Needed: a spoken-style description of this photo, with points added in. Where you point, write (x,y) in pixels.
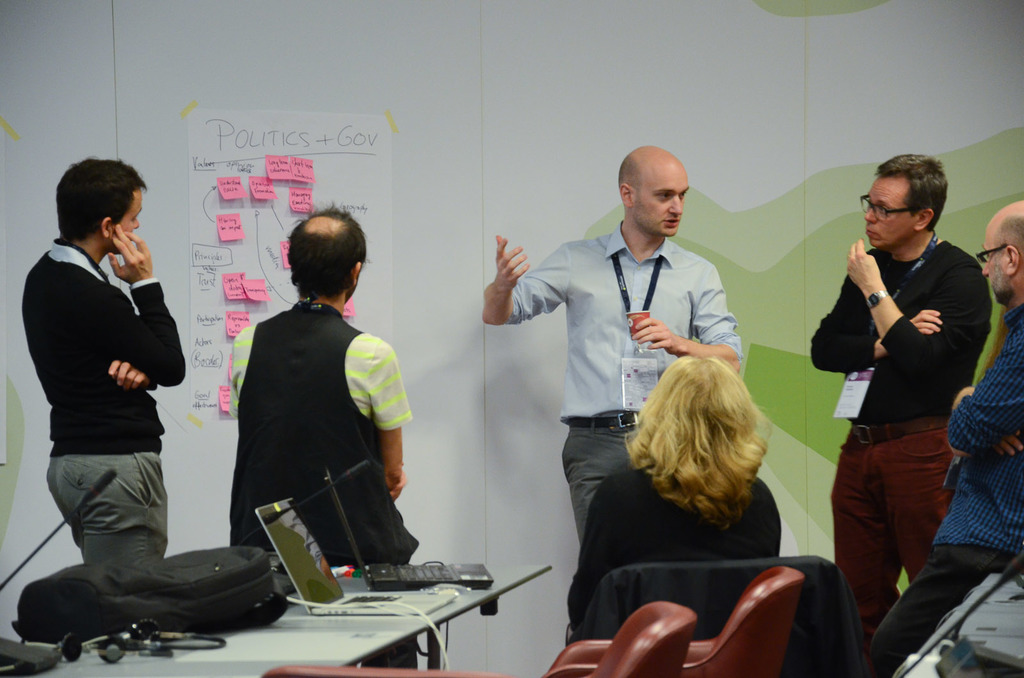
In the background (251,61) we can see the wall (157,222). We can see a paper (354,123) on the wall (397,100). There is some information on a white paper (264,205) and stick notes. In this picture we can see people (1016,439) standing and looks like they are discussing. On the left side of the picture (230,585) on a table (497,589) we can see backpack (244,584), laptops (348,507), headsets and a microphone (69,514). At the bottom portion of the picture (399,668) we can see chairs (760,653). We can see a woman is sitting on a chair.
